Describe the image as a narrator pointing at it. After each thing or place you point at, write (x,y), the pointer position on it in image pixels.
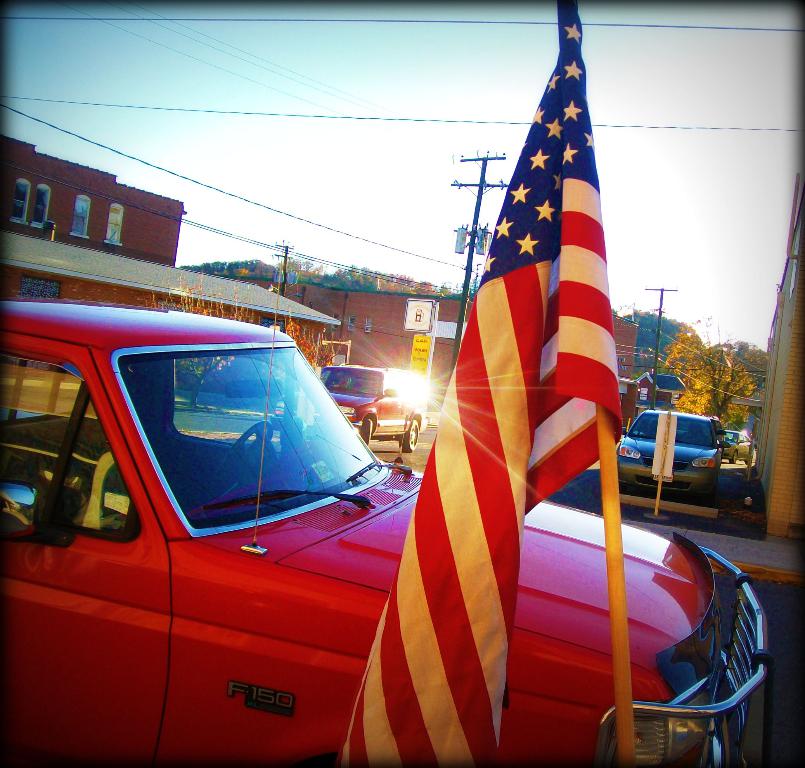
In the picture there are two cars (699,457) parked beside the road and in front of the first car (558,522) there is an american flag (482,433) and behind that car (273,409) there is another vehicle (390,404) moving on the road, behind the vehicle (386,392) there are few houses (423,297) and there are some poles (466,288) beside the road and to the poles (469,249) many wires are attached. In the background (650,336) there are plenty of trees (663,340) and sky (670,247).
